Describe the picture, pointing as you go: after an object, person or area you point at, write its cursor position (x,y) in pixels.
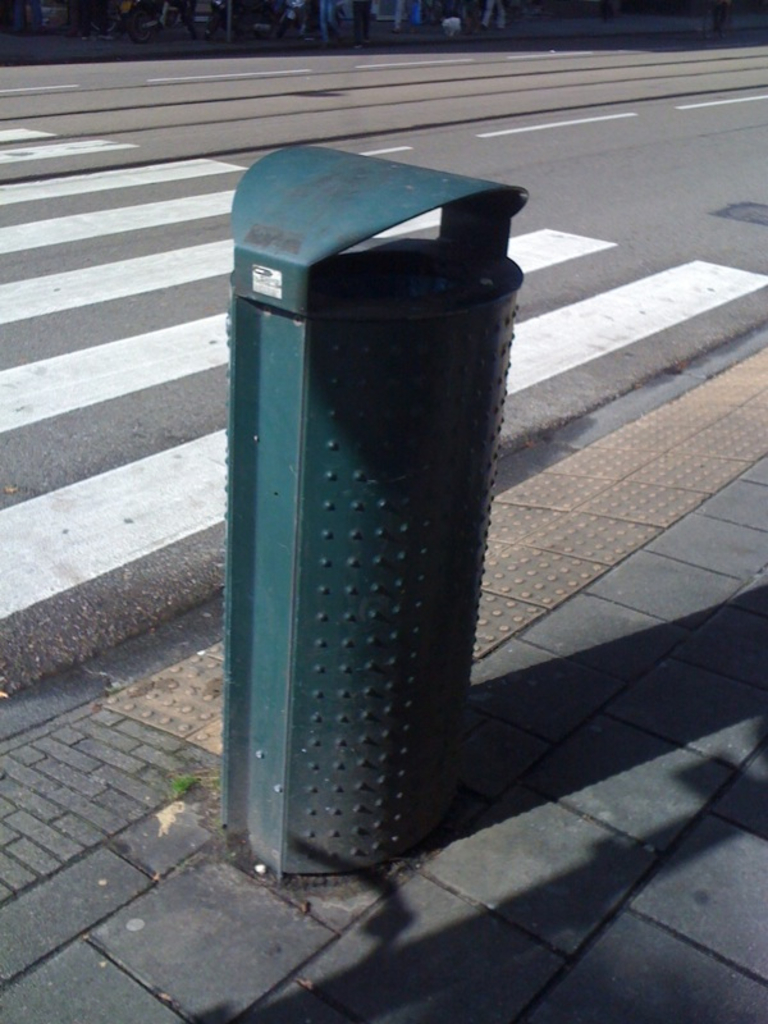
In the middle of this image (414,625), there is a dustbin (451,558) arranged on a footpath (709,646). Beside this footpath (692,597), there is a road (555,64), on which there is a zebra crossing (25,169) and there are white color lines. In the background (192,2), there are other objects (440,10).
